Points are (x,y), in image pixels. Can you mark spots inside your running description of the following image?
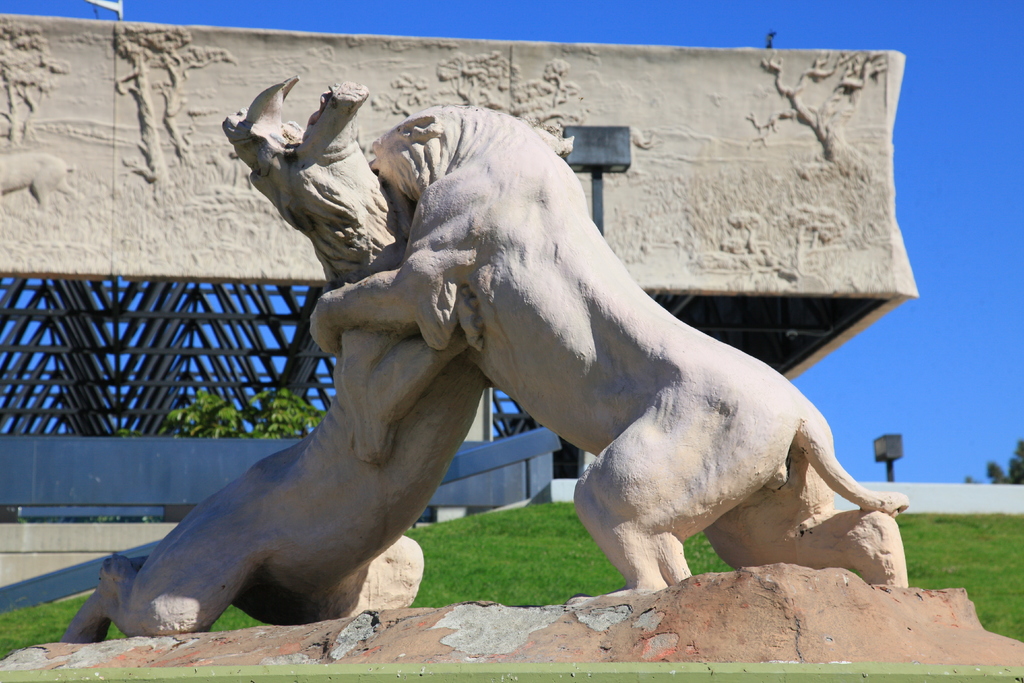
Here we can see sculptures (439,444). This is grass (997,589) and there are plants (215,436). Here we can see a wall (662,173). In the background (945,251) there is sky (972,345).
